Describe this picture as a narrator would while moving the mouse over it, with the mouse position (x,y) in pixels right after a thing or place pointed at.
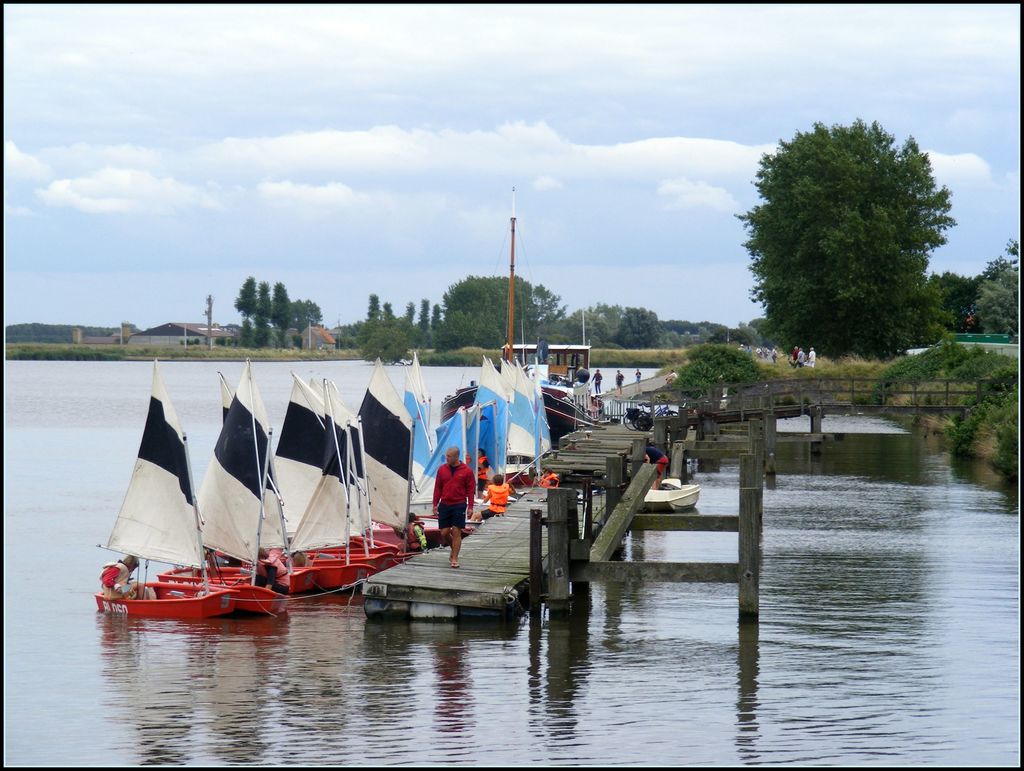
This image is taken outdoors. At the top of the image (171,178) there is the sky (558,173) with clouds (686,76). At the bottom of the image (144,704) there is a pond (400,738) with water (810,571). In the background (292,337) there are many trees (943,303) and plants (211,349). There are a few houses (318,333). There are a few poles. A few people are standing on the ground (775,362). On the right side of the image (714,412) there is a bridge (716,397) with walls (761,396) and pillars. There are a few plants (941,363) and trees (844,353). In the middle of the image (590,441) there is a wooden platform (519,530). There are many boats (249,595) in the pond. There are many sails (239,495). There are a few people (424,535) sitting in the boats (181,571) and a man (442,501) is walking on the platform (486,516).
